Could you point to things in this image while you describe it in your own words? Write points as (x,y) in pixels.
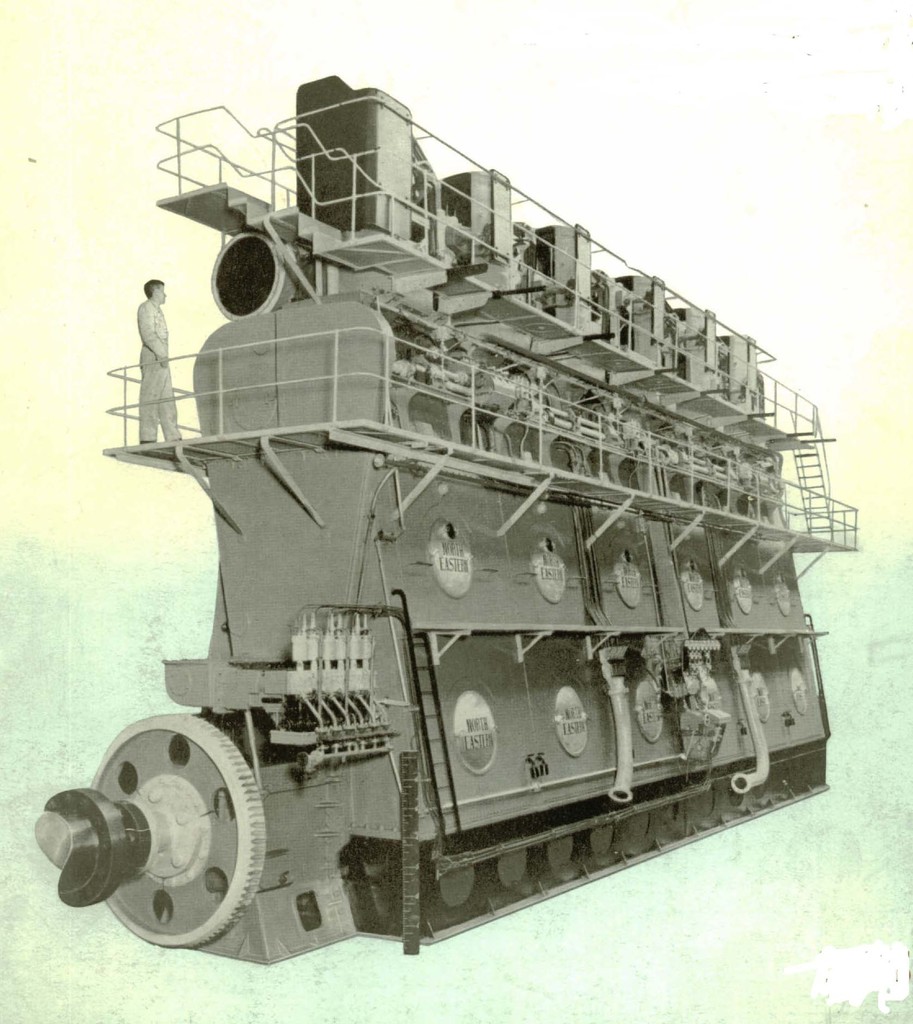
In this image we can see the picture of a large engine (378,787) and a person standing on it.
